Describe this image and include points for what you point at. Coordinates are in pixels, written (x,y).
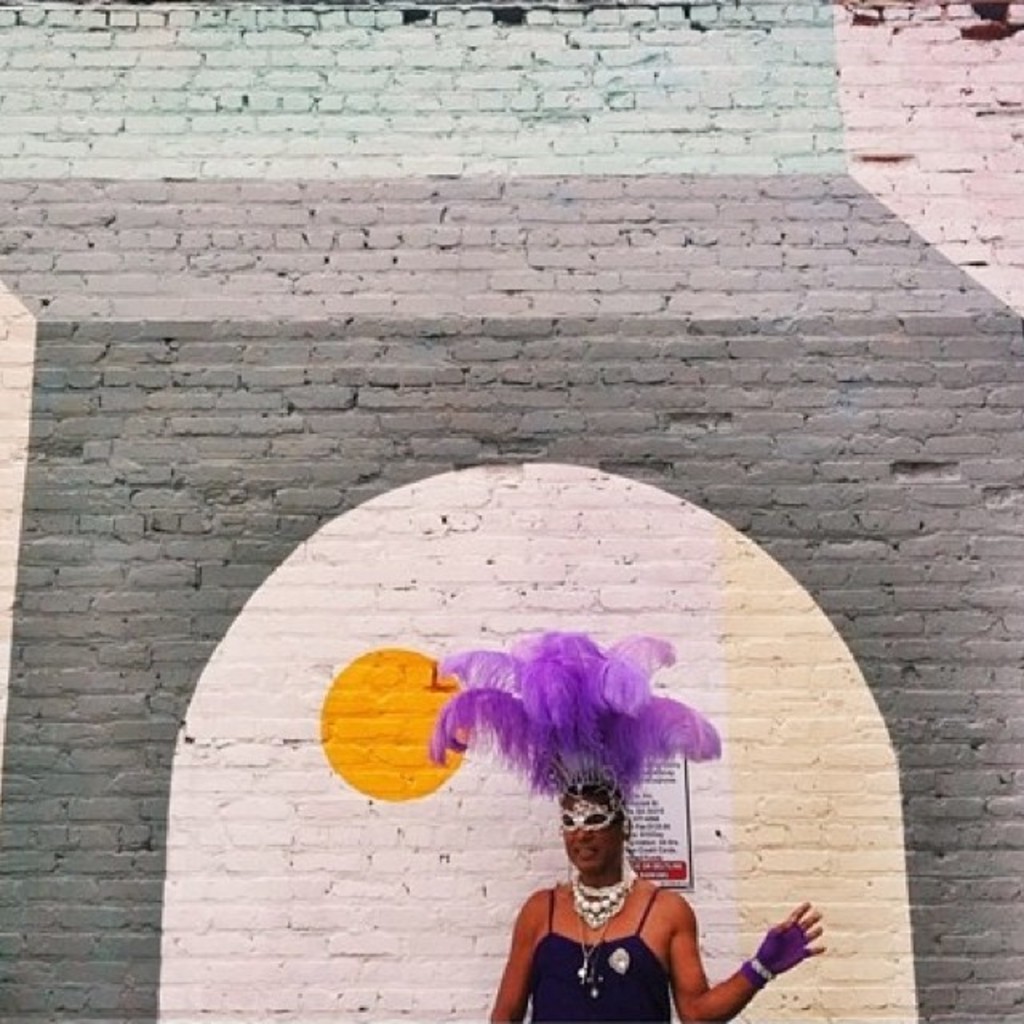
In this image we can see a woman (577,805) standing beside a wall (534,826).
